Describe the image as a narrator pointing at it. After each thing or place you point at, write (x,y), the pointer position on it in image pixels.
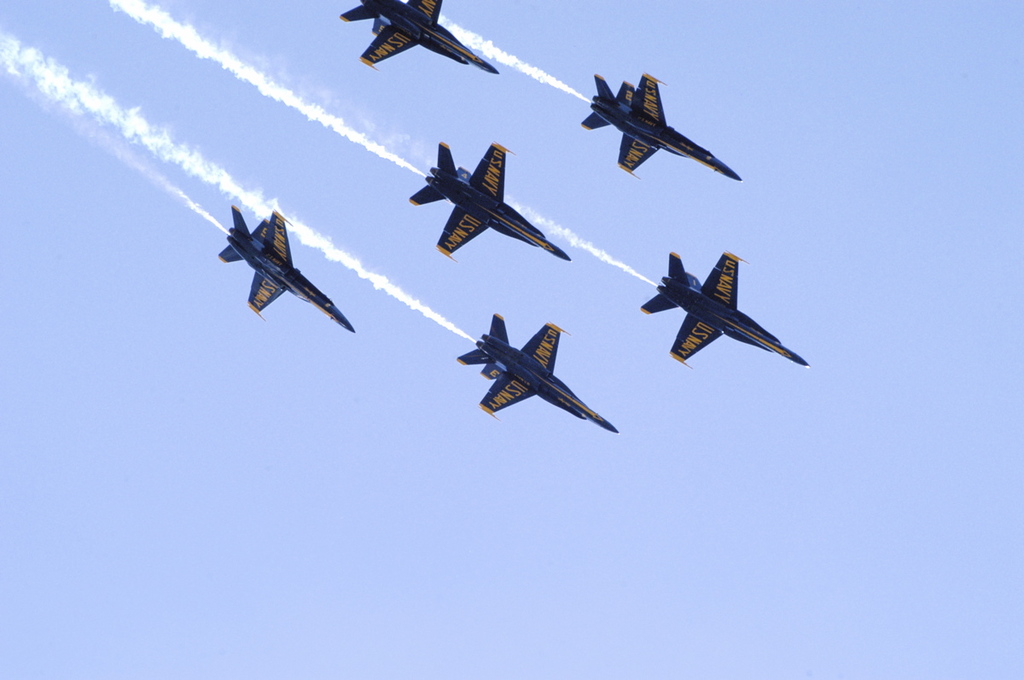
In this image I can see few aircraft's (268,303) which are blue and yellow in color are flying in the air (311,93). I can see smoke (320,110) behind them. In the background (363,151) I can see the sky (816,268).
